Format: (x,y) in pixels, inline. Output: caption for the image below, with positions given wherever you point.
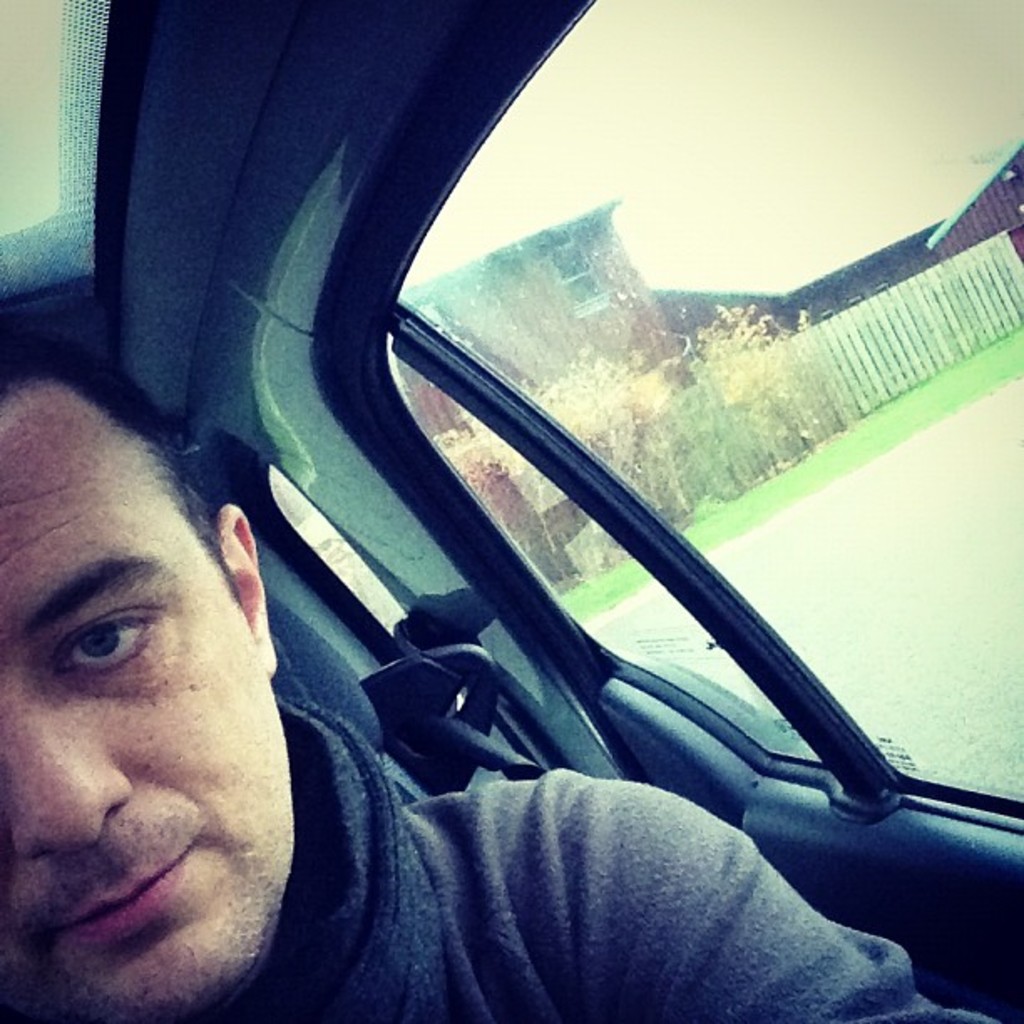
The person (575,869) wearing grey top (558,865) is sitting in a car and there is a house (674,326) and trees (730,393) in the background (751,419).
